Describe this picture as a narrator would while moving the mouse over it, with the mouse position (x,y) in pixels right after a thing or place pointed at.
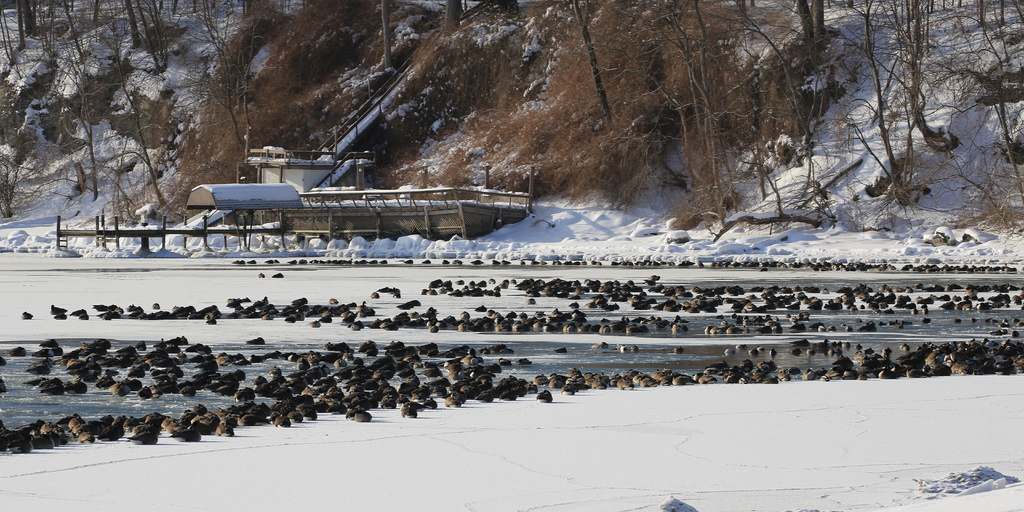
In this image in the center (574,325) there are aquatic animals (360,317) in the water (707,318). In the front (617,415) there is snow (628,469). In the background (330,144) there are trees (754,141) and there is a wooden shelter (297,204).
